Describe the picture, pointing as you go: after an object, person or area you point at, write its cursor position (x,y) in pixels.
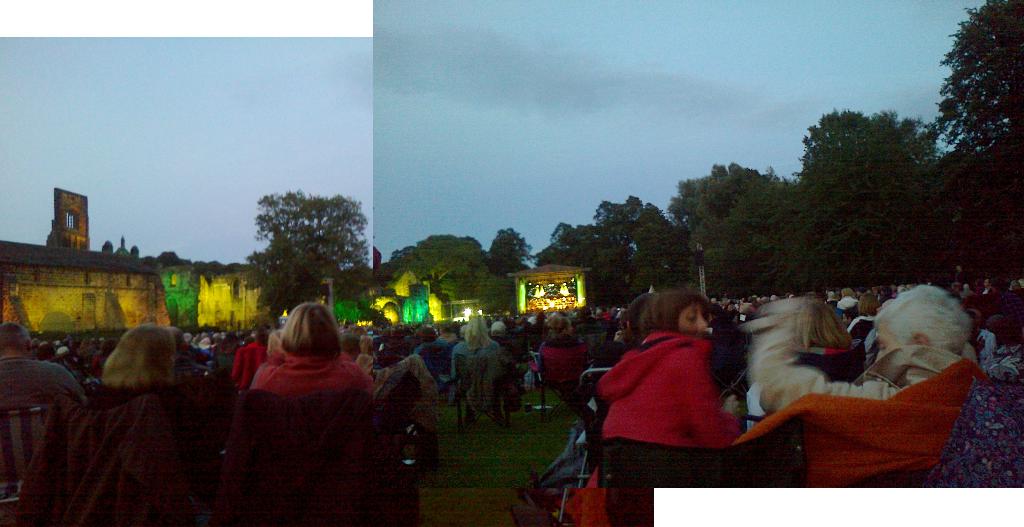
In this picture we can see group of people (517,329), they are sitting on the chairs (500,385), in the background (287,243) we can see few trees (468,253), buildings (39,256) and lights (466,319).
